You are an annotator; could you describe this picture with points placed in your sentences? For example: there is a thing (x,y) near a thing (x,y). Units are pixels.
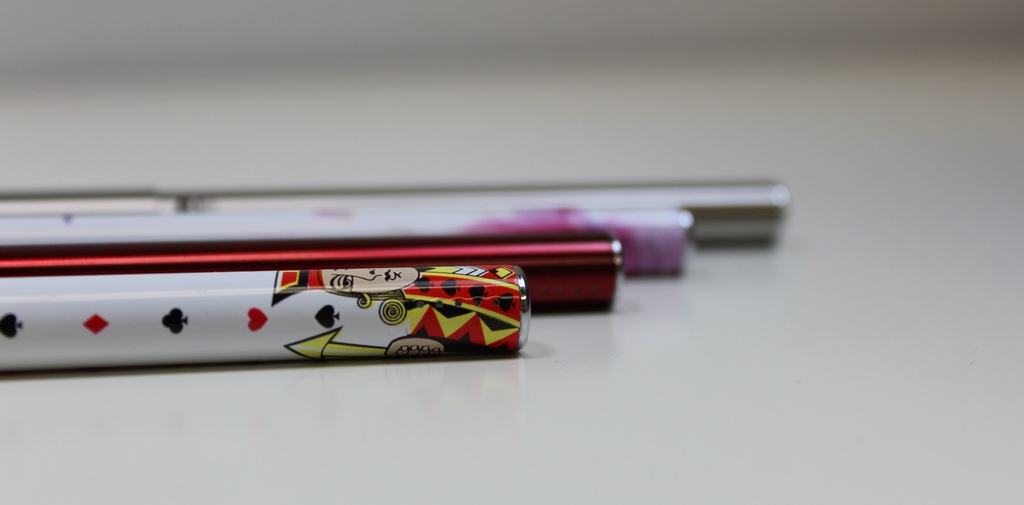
In this picture I can see few things (473,324) in front (52,292) and I see the cartoon character (408,297) on the first thing (395,309) and these all things (399,240) are on the white color surface (568,394).
